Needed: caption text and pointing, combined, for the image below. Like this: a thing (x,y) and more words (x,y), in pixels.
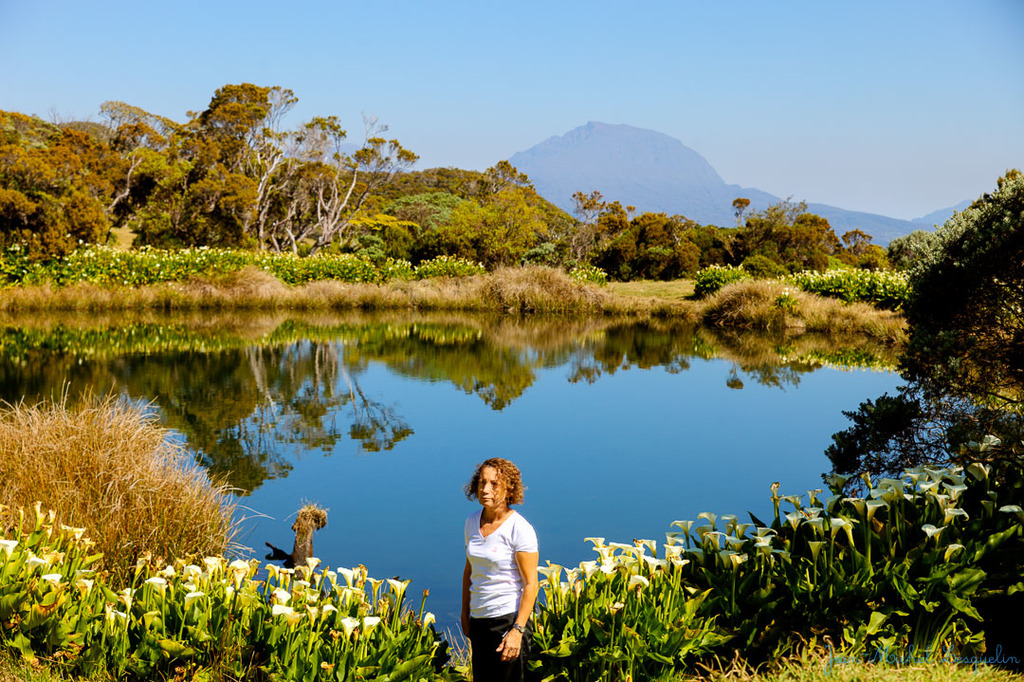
In this picture we can see there is a woman (488,567) in the white t shirt (498,588) is standing on the path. Behind the women (483,539) there are plants (541,583) with flowers (276,596), water (655,436), trees (536,199), hill (619,173) and a sky (507,71).
